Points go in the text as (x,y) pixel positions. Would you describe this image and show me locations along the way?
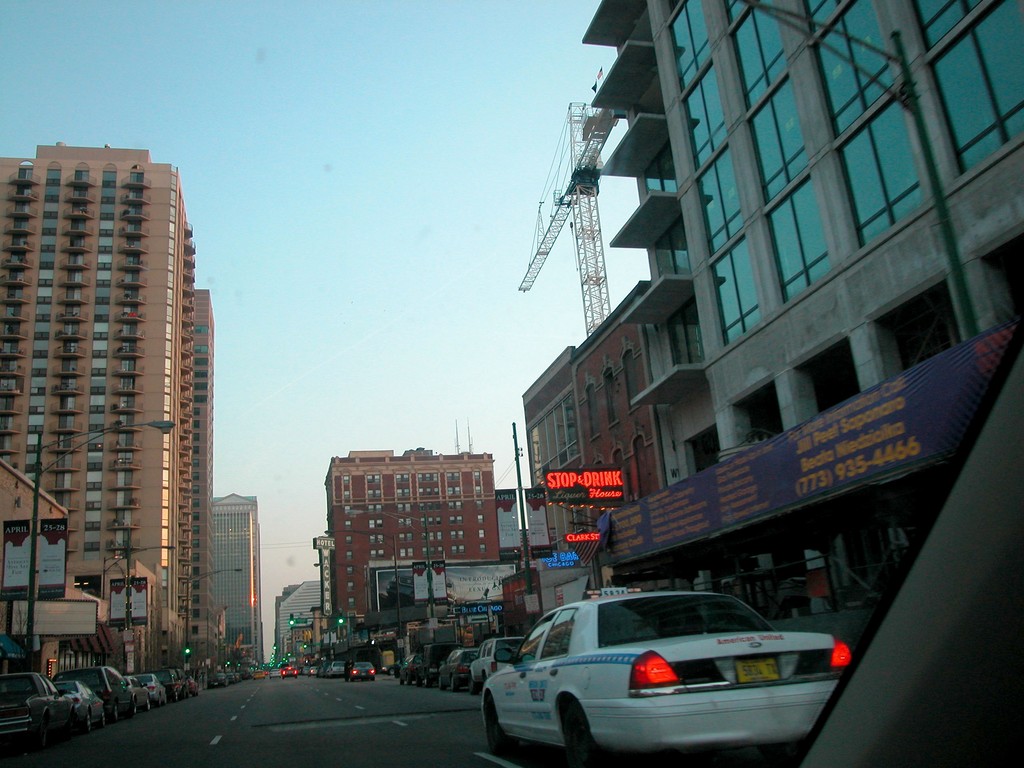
In this picture there are few vehicles (139,704) on the road (193,703) and there are few street lights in the left corner (185,590) and there are buildings (325,633) on either sides of it and there are few traffic signals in the background (336,618).
